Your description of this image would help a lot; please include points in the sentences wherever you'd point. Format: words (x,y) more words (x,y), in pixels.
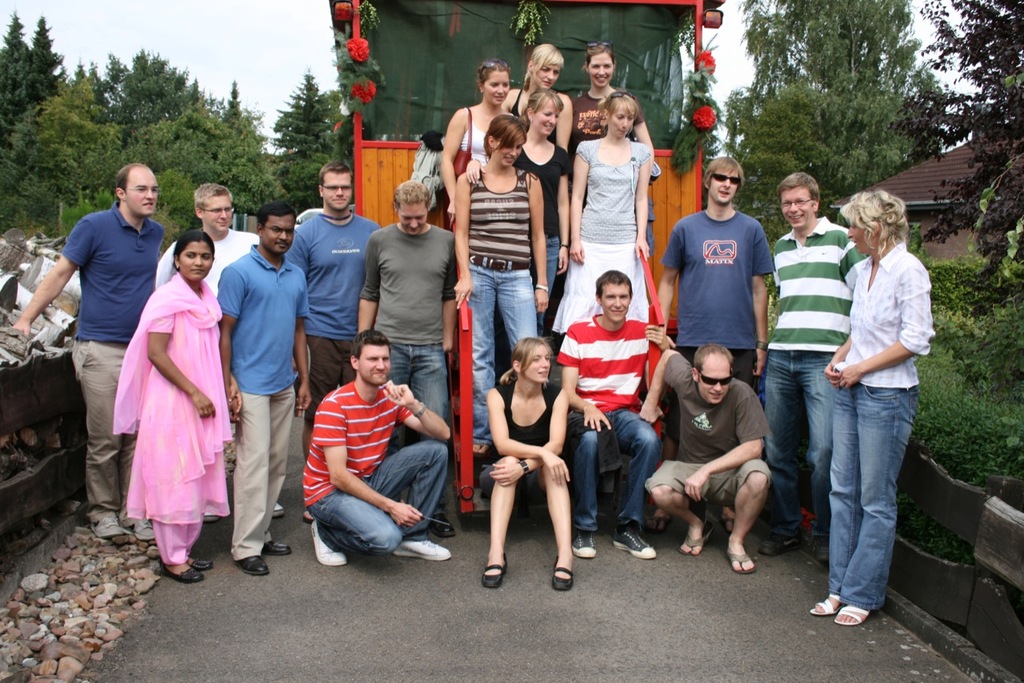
In this image I can see the number of people (441,296) where few (507,458) are sitting and rest all are standing. I can also see smile on few faces (539,108) and I can see few of them are wearing shades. In the background (232,168) I can see number of trees (48,152), a house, road (526,589), number of stones (99,572) and a vehicle (382,55).
